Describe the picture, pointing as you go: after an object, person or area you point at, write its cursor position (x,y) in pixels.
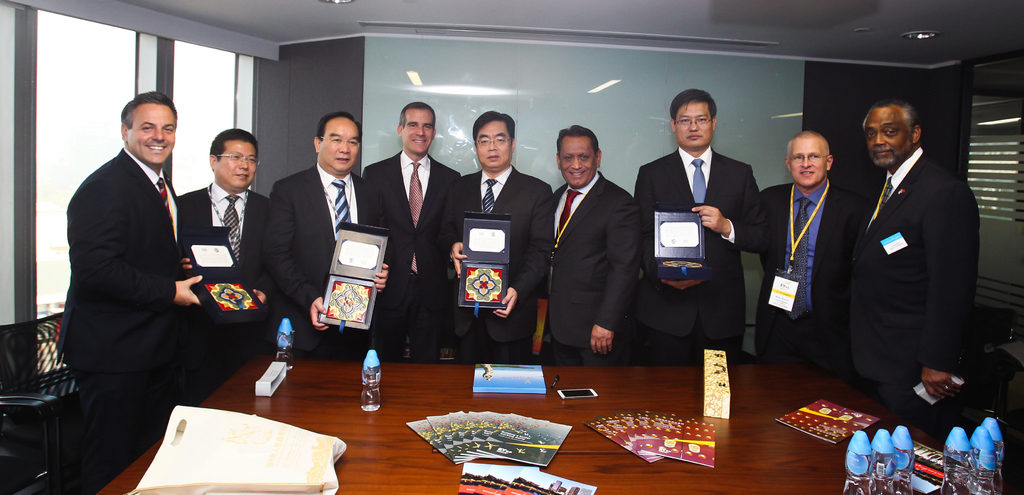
In this image we can see few people (431,264) standing in a room (469,275) and holding boxes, there is a table (587,445) in front of them, on the table (602,452) there are few bottle (904,458), a cellphone (578,398), a book (509,379) and few objects (253,417).
